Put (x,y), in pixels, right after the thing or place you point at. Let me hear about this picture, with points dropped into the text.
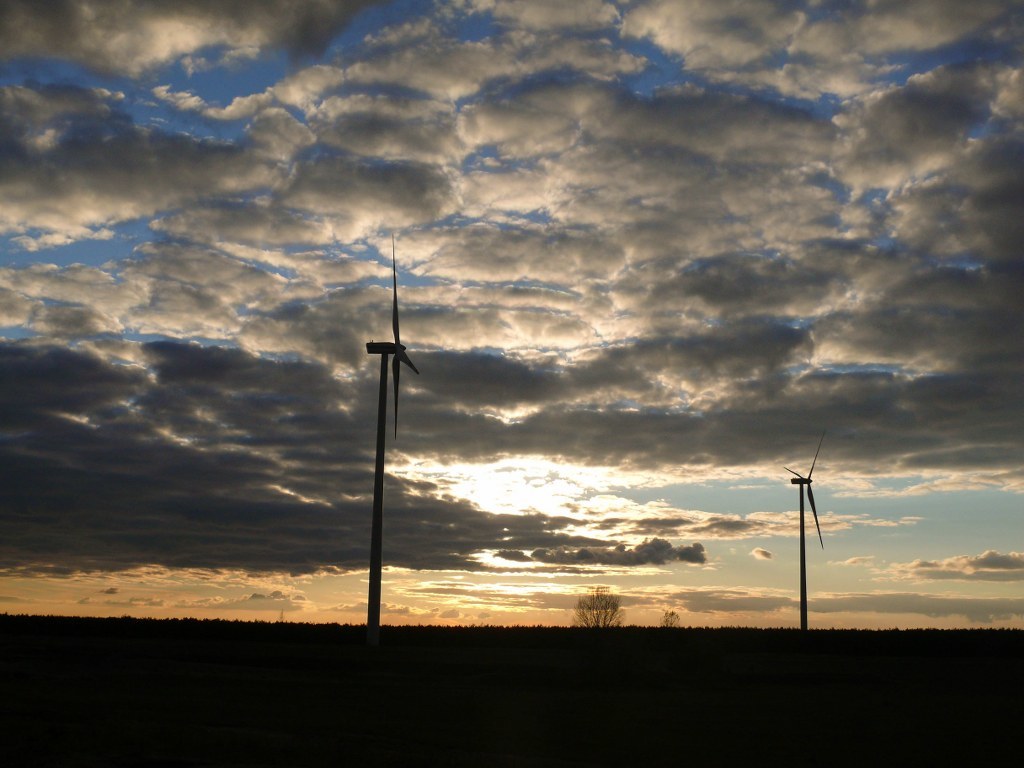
In this image we can see windmills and trees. At the top of the image (563,165) there is the sky (533,175). At the bottom of the image (562,705) there is the black surface (697,676).
